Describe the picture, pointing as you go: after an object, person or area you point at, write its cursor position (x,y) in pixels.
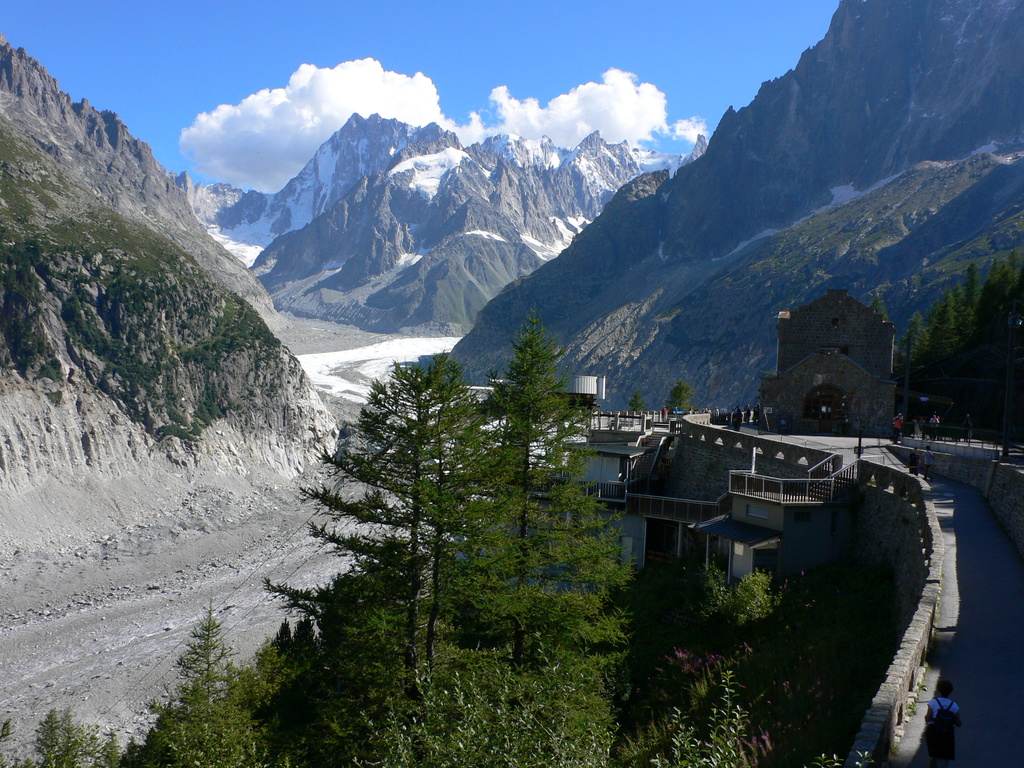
In this image in the front of there are trees (480,605) and on the right side (987,570) there is a bridge (1004,643) and there are persons (937,699) on the bridge (915,527) and there are trees (939,350). In the background (380,289) there are mountains (312,203) and the sky (428,94) is cloudy.
